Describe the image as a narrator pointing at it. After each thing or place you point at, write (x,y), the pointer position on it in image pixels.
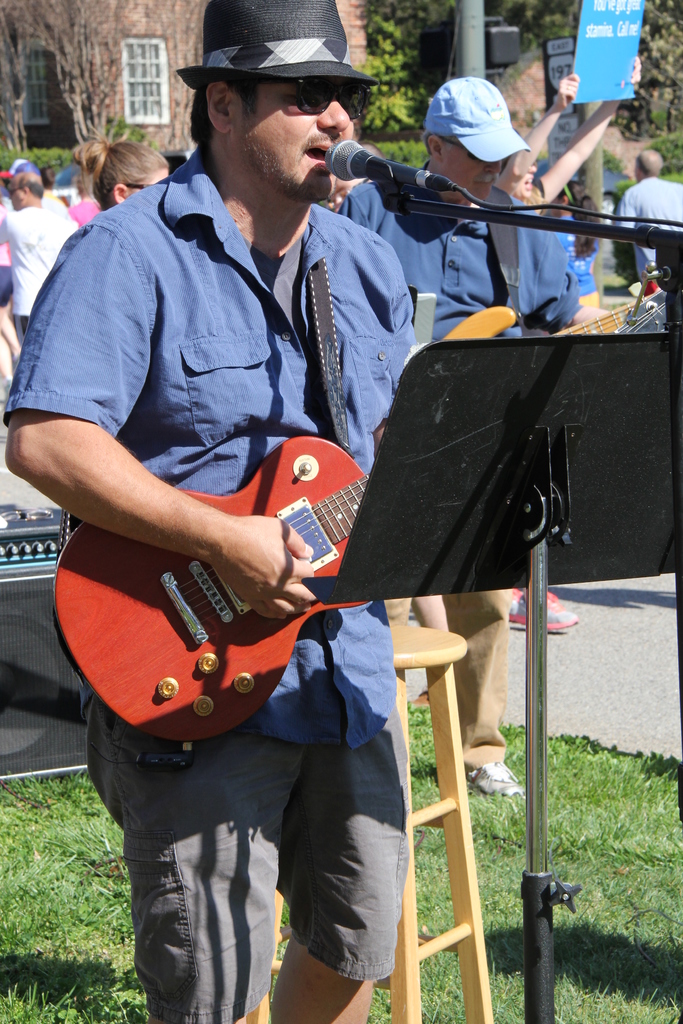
In the image we can see group of persons (503,332) were standing. In front (302,331) we can see one man (271,416) holding guitar (275,626) and in front (352,170) we can see microphone (444,188). And coming to background (359,27) we can see wall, tree (403,74) and banner (585,74), grass (612,799).
